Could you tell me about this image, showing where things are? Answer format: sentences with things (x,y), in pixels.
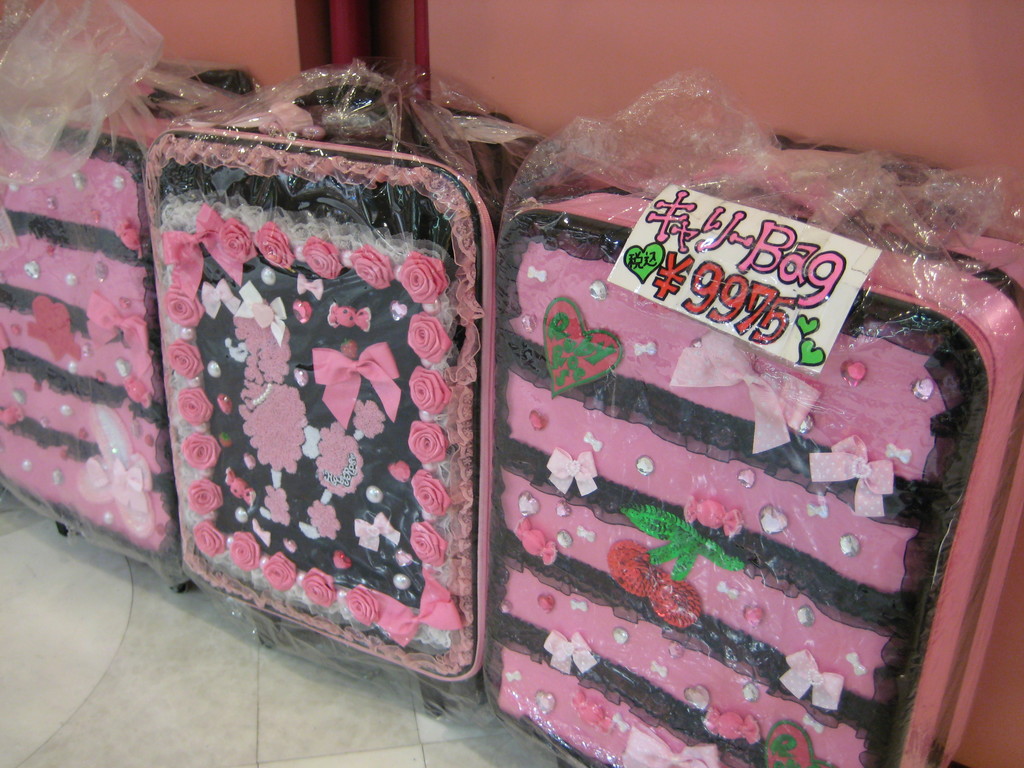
On the background (515,57) we can see a wall (536,38). On the floor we can see luggage bags (618,387) which are decorated very nicely with pink flowers (429,291), ribbons (392,379).
